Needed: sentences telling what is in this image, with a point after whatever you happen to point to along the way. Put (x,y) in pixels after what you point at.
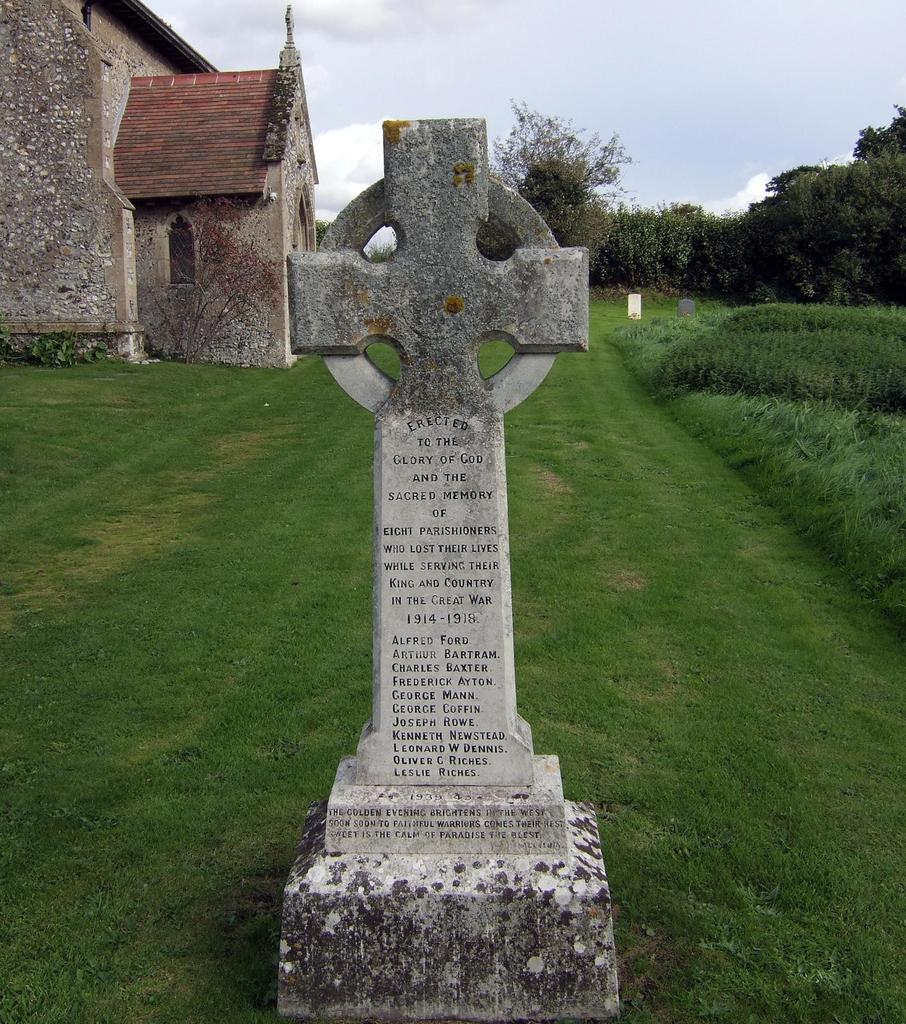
In the middle of the image (447,463) we can see a headstone (441,489), in the background (670,505) we can see grass (670,505), a house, plants (668,364) and trees (532,173).
